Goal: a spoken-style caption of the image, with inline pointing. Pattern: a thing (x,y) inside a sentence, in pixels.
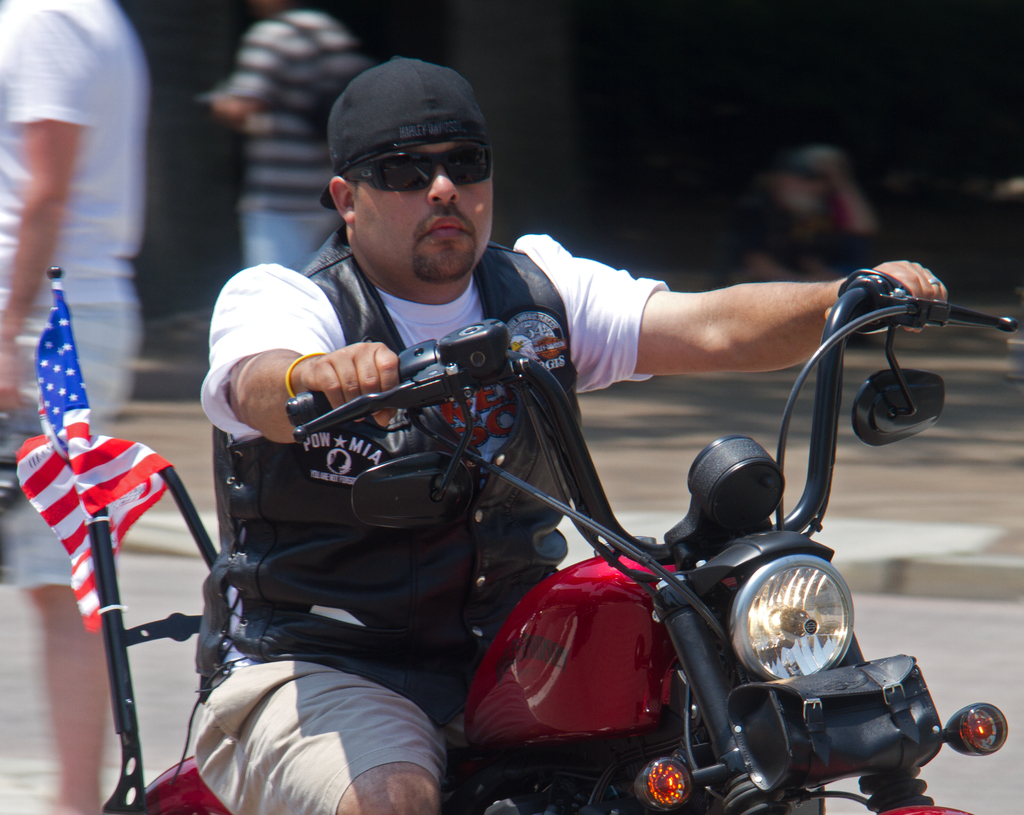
In this image we can see a man (548,472) riding a motorbike (573,575). We can see few people (299,129) in the background (308,159).
